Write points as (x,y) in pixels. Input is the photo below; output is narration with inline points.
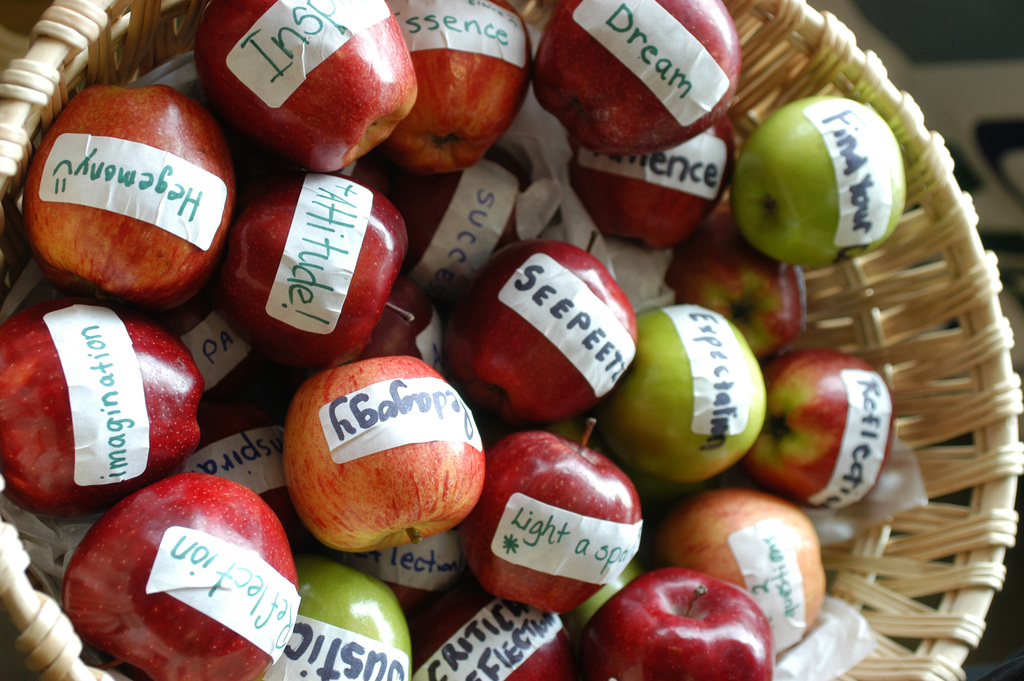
These are the apples (440,369) in a basket (949,338).
